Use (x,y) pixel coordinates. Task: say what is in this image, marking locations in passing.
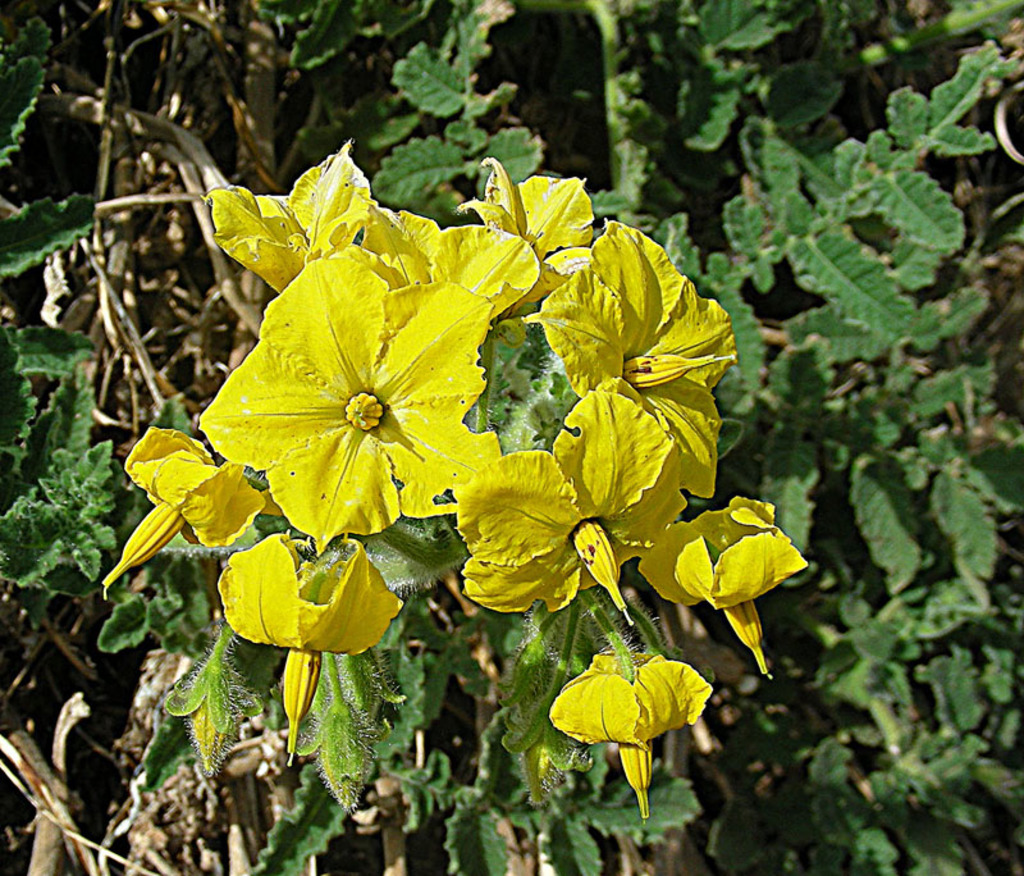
In this image I can see few plants (513,775) along with the flowers (357,491) which are in yellow color.
